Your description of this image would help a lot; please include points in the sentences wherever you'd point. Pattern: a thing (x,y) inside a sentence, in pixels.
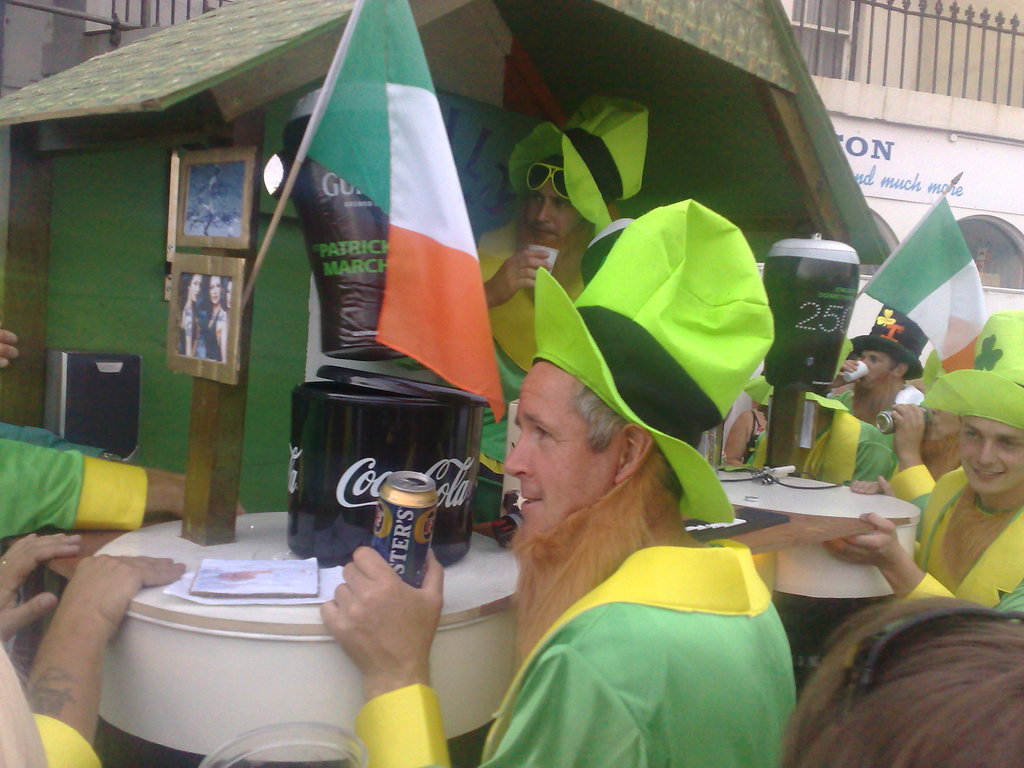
There are people (1010,696) and this person (345,619) holding a cup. We can see frames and flag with stick (259,269) on wooden pole (244,366) and we can see papers (292,575) and objects (779,517) on the surface (800,480). Background (914,162) we can see roof top (769,10), wall (898,26), fence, board (931,156) and window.
